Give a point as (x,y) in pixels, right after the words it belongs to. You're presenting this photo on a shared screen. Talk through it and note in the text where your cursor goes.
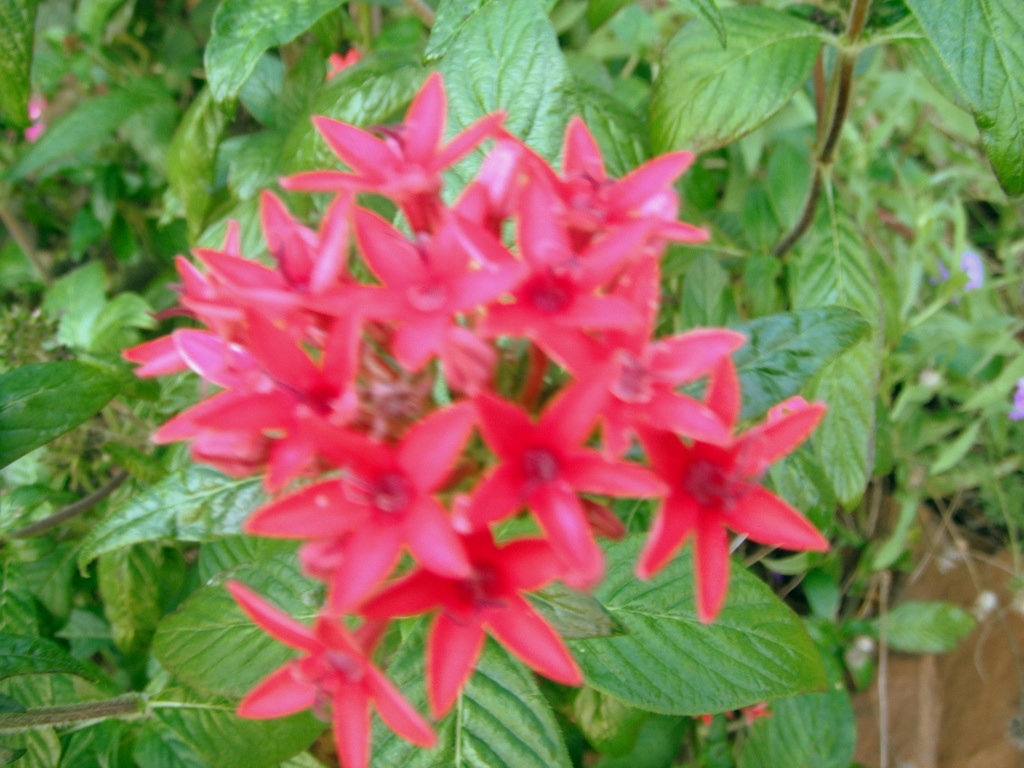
In this image we can see few flowers (365,410) and trees (521,34) in the background (608,5).
